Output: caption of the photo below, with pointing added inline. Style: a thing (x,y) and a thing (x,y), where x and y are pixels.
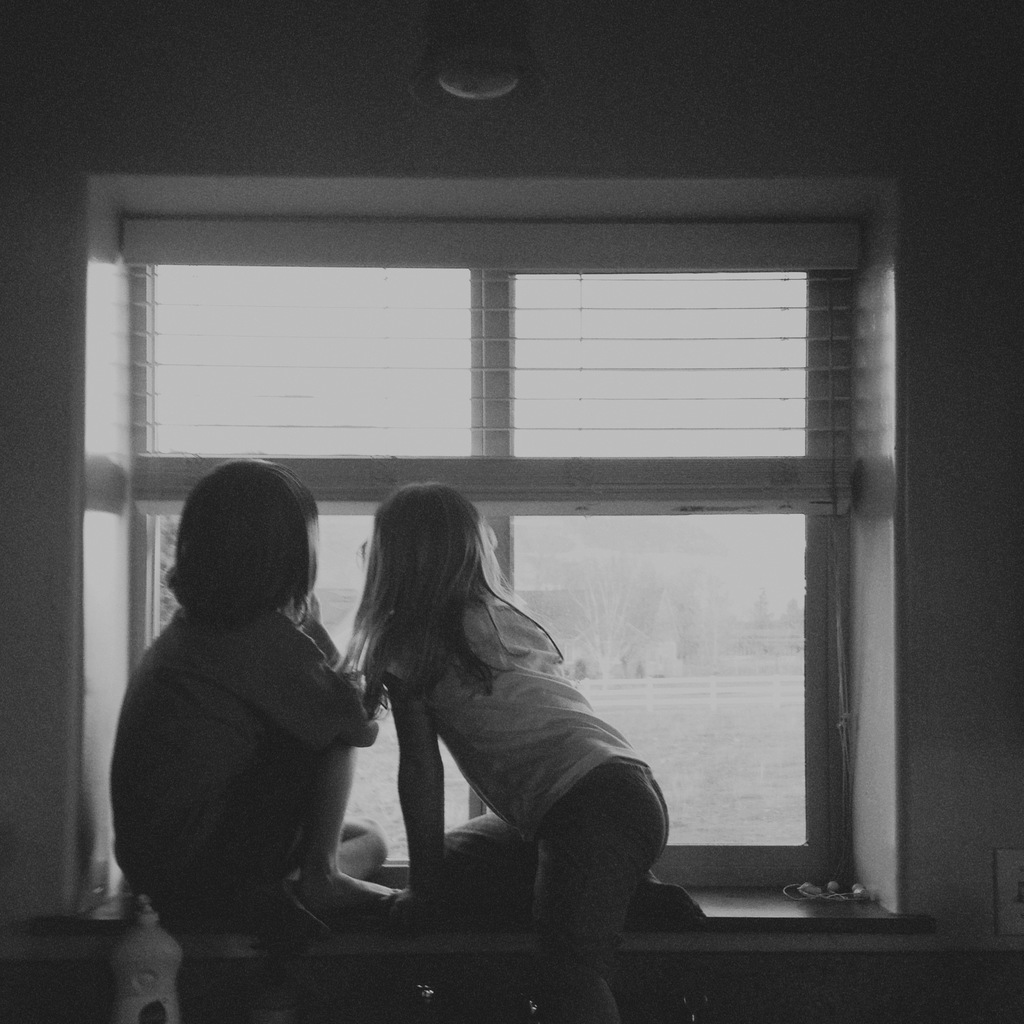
In this black and white picture we can see 2 kids (464,856) sitting in a room (80,667) near the window (772,848) and peeking out through the glass panes (578,638). There are trees (730,658).
